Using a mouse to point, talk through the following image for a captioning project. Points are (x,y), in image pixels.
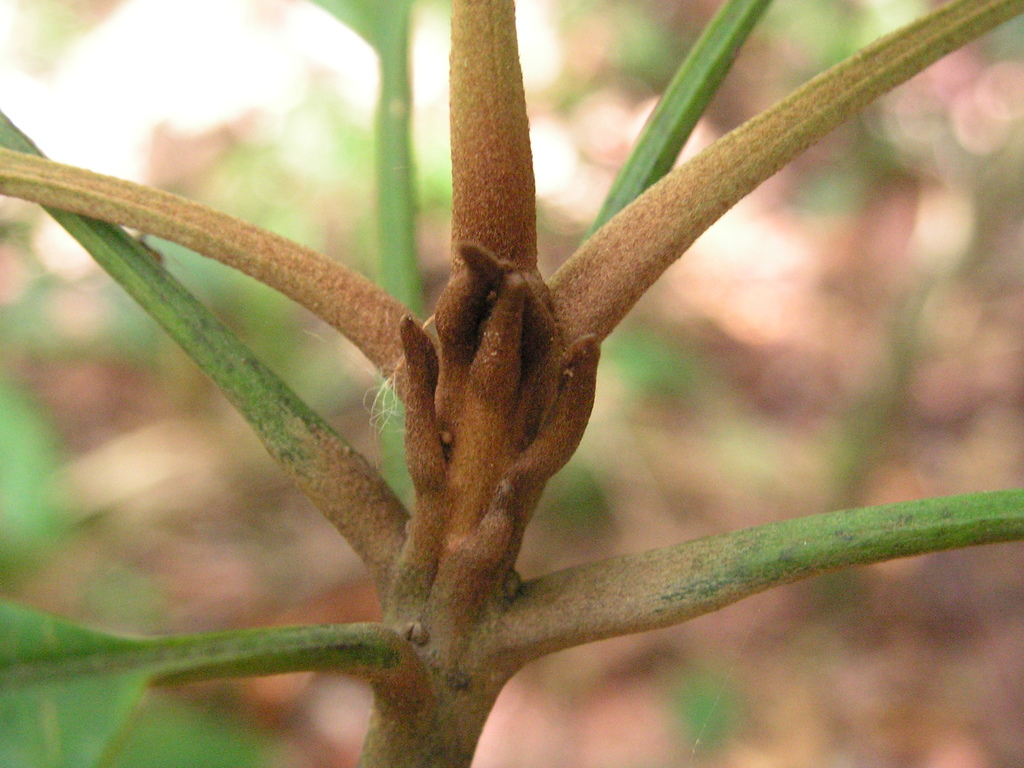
In this image I can see a branch (374,559) in brown and green color. Background (128,588) I can see leaves (26,488) in green color.
